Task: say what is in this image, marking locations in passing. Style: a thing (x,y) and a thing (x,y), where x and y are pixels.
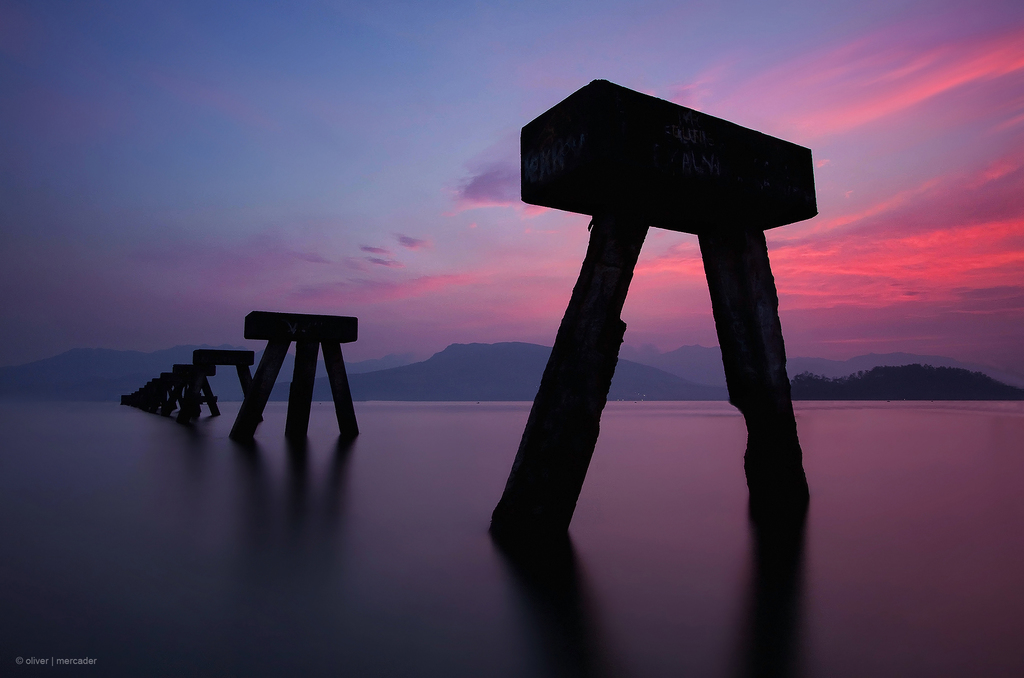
In this image at the bottom (343,584) there is a river (721,446), and in that river (721,446) there are some walls (587,380) and in the background (689,374) there are some mountains (672,359) and trees (913,371). At the top of the image (490,157) there is sky (507,156).
